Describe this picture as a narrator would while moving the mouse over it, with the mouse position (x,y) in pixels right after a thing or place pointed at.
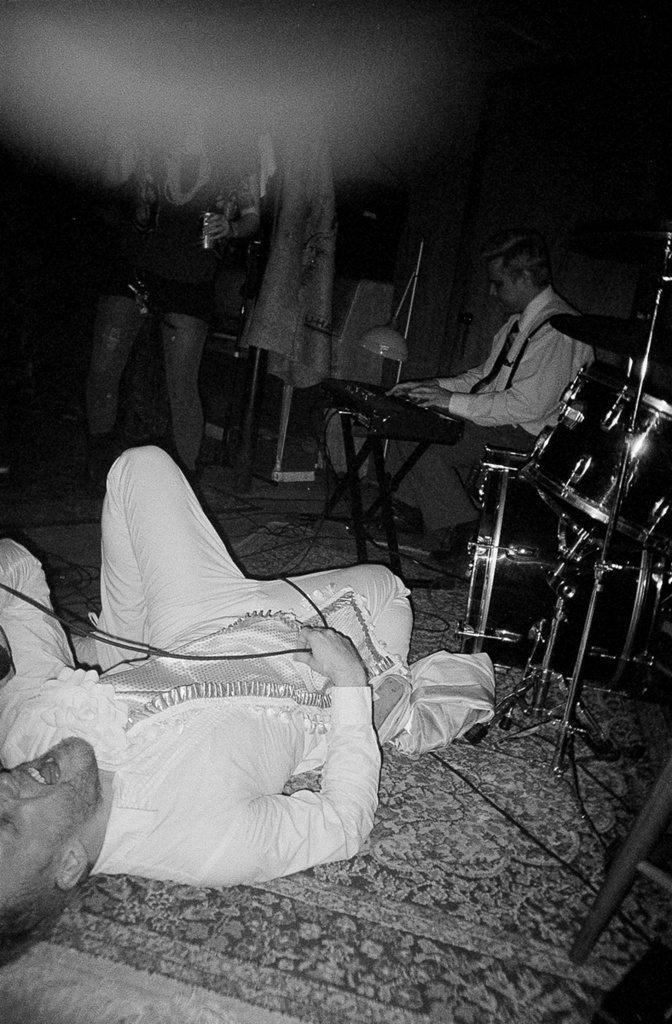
In this picture there is a man (8,722) lying on the floor (464,755) and another man (459,476) is playing the piano (360,420) and there is a drum set (609,492) on the right side (603,529).
